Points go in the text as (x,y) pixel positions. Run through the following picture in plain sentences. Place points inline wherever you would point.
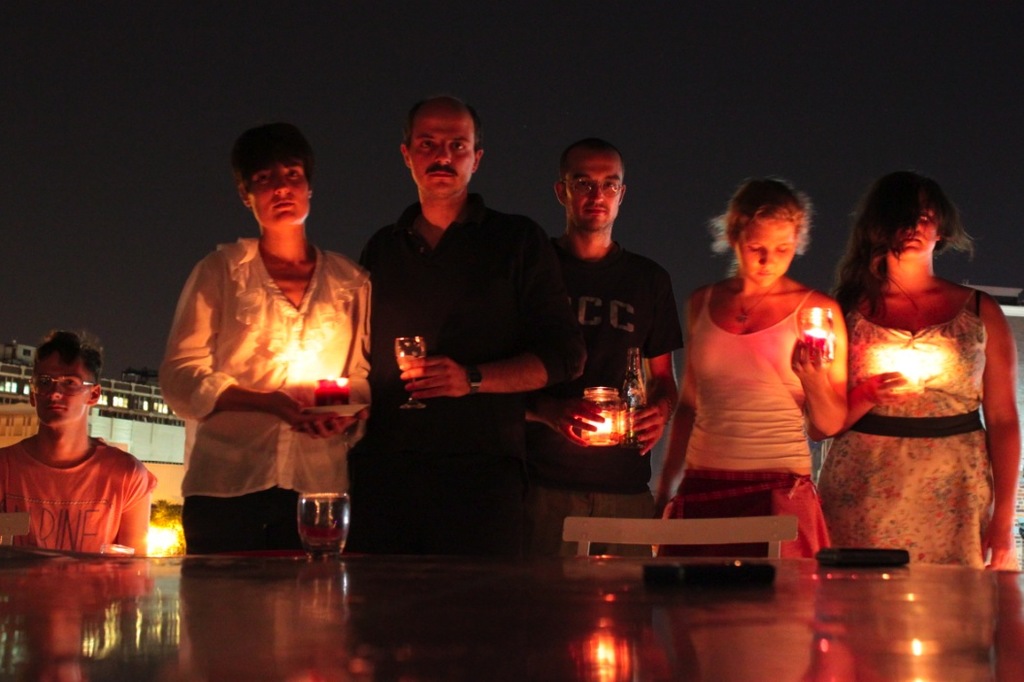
In the picture, there are group of people (603,367) standing in front of a table (628,584) by holding the candles (607,397) in their hand (435,385), to their left side there is a boy (85,507) sitting on a chair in front of the table (30,583) and the picture is captured in the nighttime.
